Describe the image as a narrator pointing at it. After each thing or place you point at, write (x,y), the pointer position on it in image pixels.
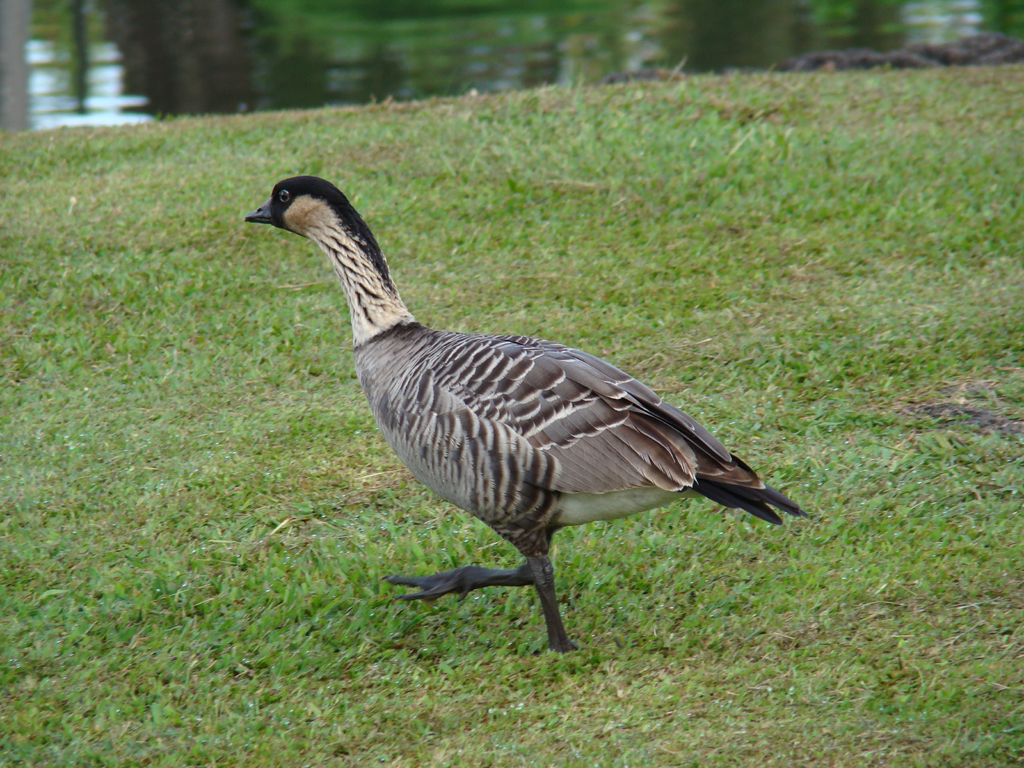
In this picture I can see a duck (525,500) standing on the grass (517,565), and in the background (546,36) there is water (536,39).
